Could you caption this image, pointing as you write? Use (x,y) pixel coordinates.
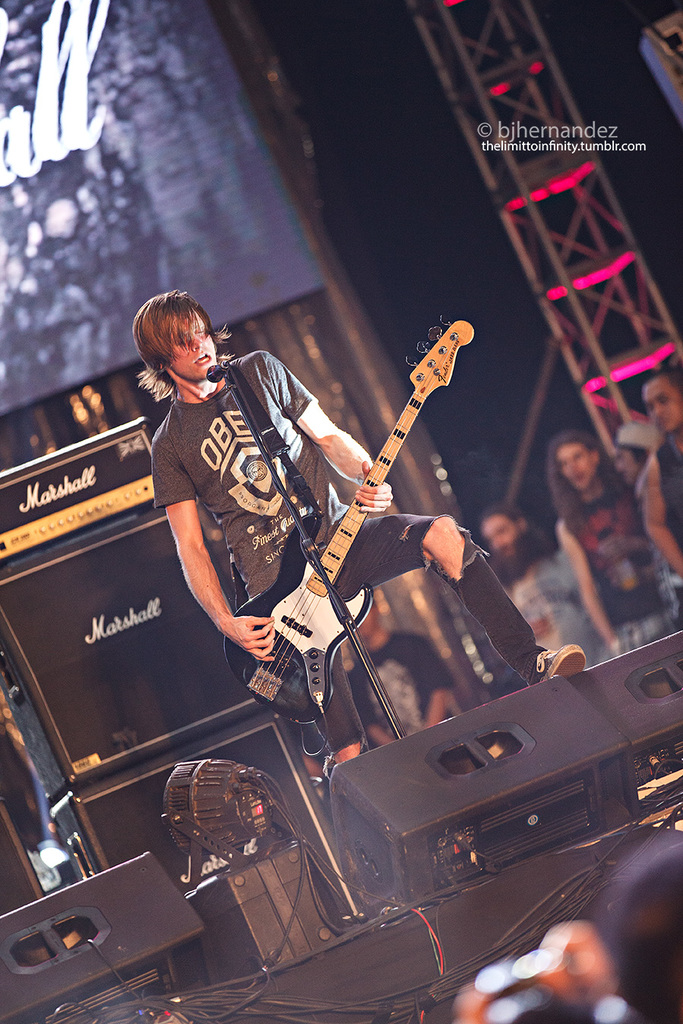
In this picture we can see a man (244,378) standing in front of a mike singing and playing guitar (311,661) on the platform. On the background (600,583) we can see persons (574,568) standing near to the platform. This is a screen (151,186). This is a light (229,819).
